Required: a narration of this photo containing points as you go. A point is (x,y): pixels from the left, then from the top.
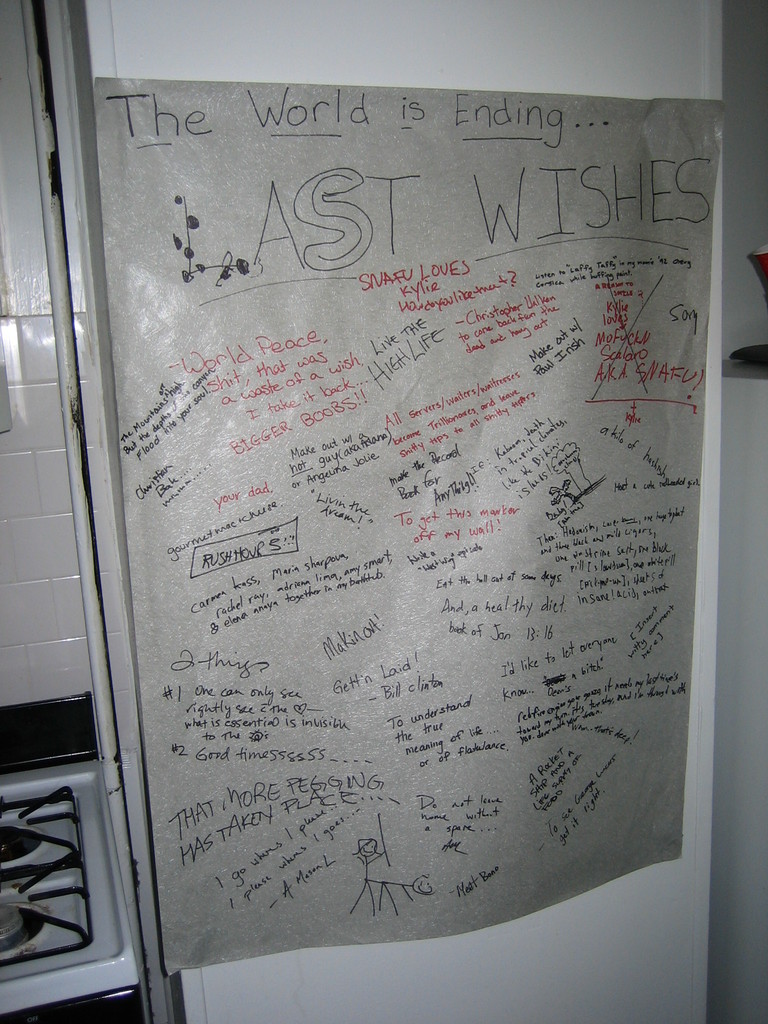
On a white background (290,511) there is a paper (290,525) on which something is written. There is a stove (82,906) at the left (85,903).
